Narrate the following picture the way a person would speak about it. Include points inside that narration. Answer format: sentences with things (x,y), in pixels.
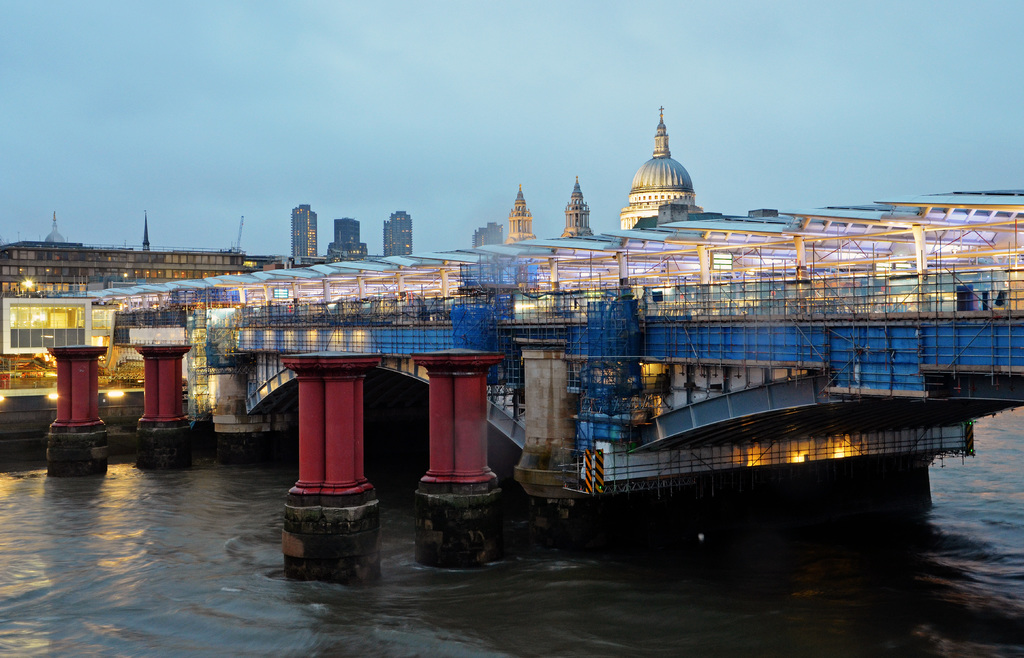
In the image we can see there is river (496,582) and there is a bridge (518,347). There are pillars (464,397) of the bridge (415,396) and there are buildings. There is a cloudy sky (369,206).
